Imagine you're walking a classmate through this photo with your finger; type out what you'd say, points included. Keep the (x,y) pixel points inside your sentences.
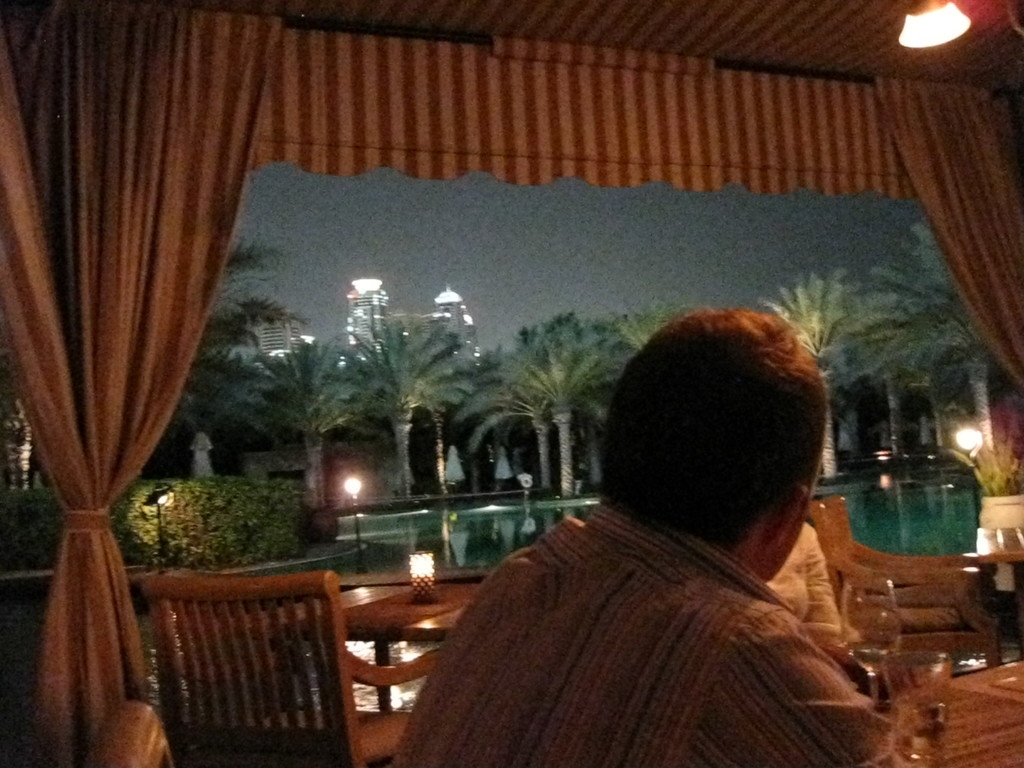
In this image I can see two persons (777,719) are sitting on the chairs (985,642) and glasses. In the background (260,498) I can see curtains (14,312), plants (236,514), trees (578,388), buildings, light poles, water (468,514) and the sky (514,330). This image is taken may be during night.
